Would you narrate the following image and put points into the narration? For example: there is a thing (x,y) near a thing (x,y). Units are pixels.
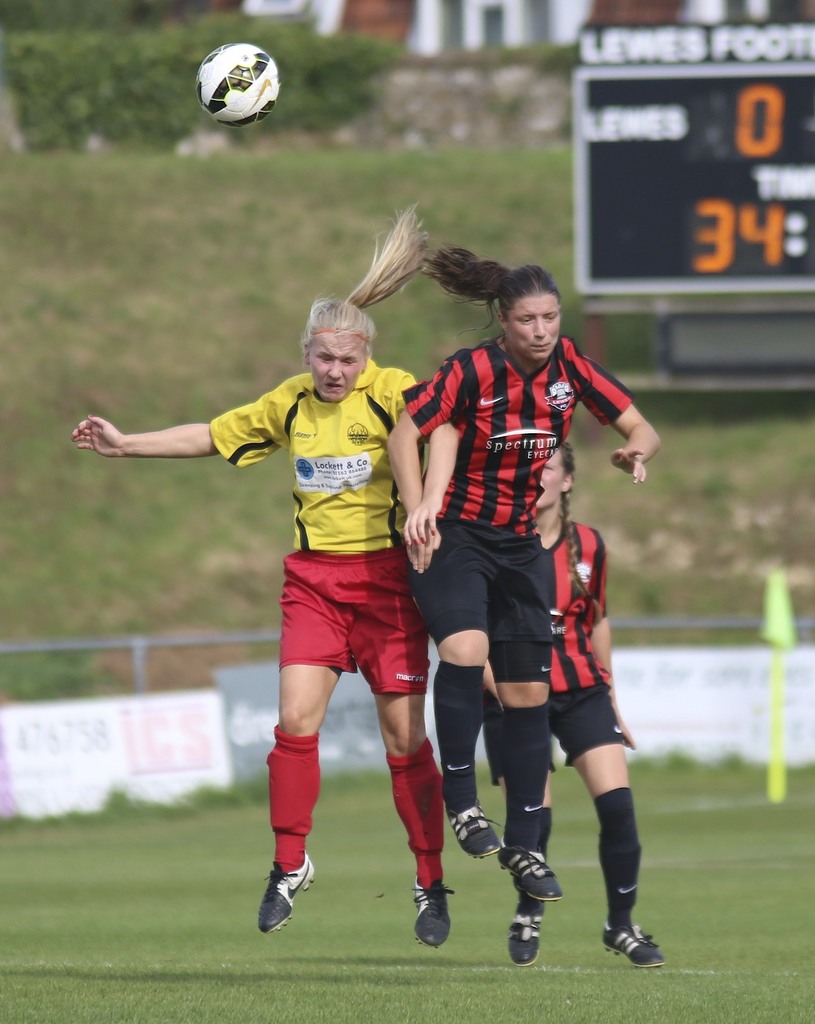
In this image we can see a group of people (497,698). On the right side of the image (786,621) we can see a flag (781,642) on pole (779,677), board (772,163) with some numbers (774,153) and some text (764,55). On the left side of the image (76,657) we can see the poles (194,639) and grass (176,653). At the top of the image (350,29) we can see a ball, building (503,10) and some plants (163,50).
